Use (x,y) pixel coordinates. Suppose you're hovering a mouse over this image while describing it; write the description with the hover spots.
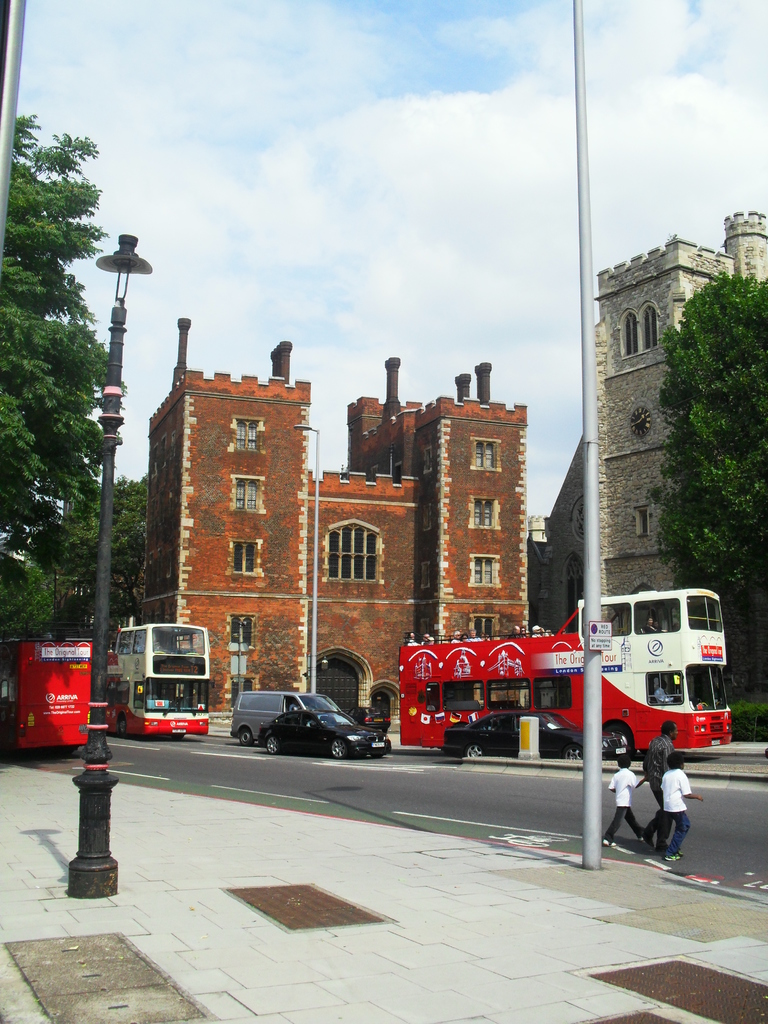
In this image we can see the persons (665,811) walking on the road (713,805). We can see the vehicles (516,720) on the ground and there are light poles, buildings (526,429), trees (688,365) and the sky (327,232).
